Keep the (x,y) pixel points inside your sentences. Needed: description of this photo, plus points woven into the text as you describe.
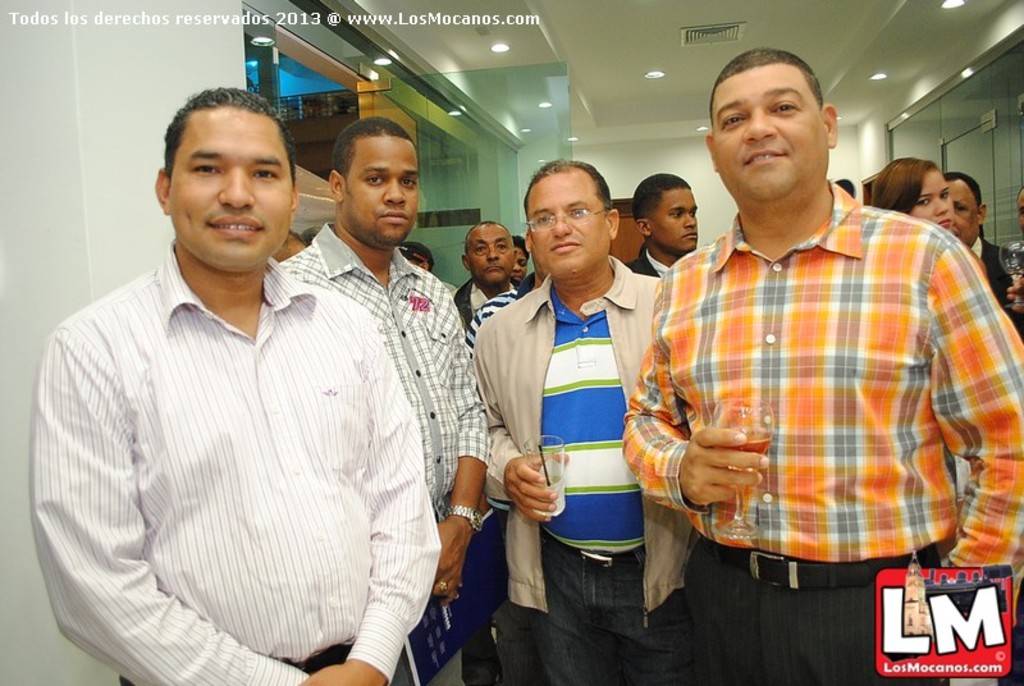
In this picture we can see group of people (575,384) and few people (648,524) holding glasses (542,459), in the background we can see few lights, in the top left hand corner (205,17) we can find some text (205,17) and we can see a logo (896,593) in the bottom right hand corner (879,613).
